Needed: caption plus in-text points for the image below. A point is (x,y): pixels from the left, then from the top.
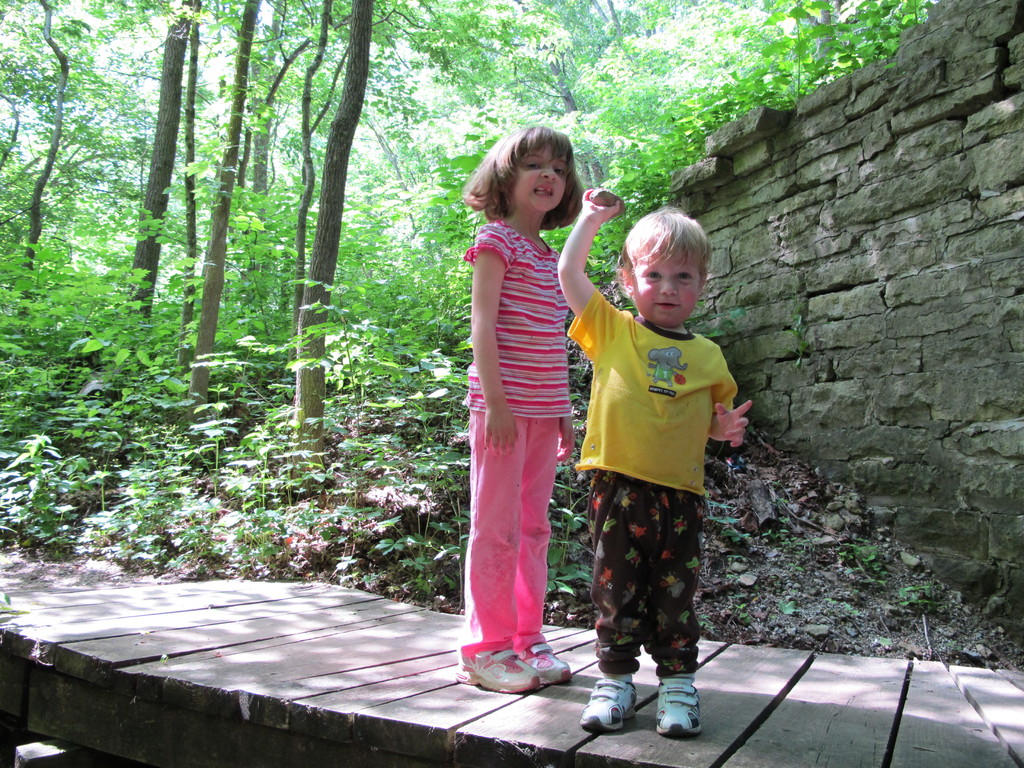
In the given image i can see two people (547,508) standing on the wooden surface (591,666) and behind them i can see plants (419,304), trees (582,27) and wall (843,210).
